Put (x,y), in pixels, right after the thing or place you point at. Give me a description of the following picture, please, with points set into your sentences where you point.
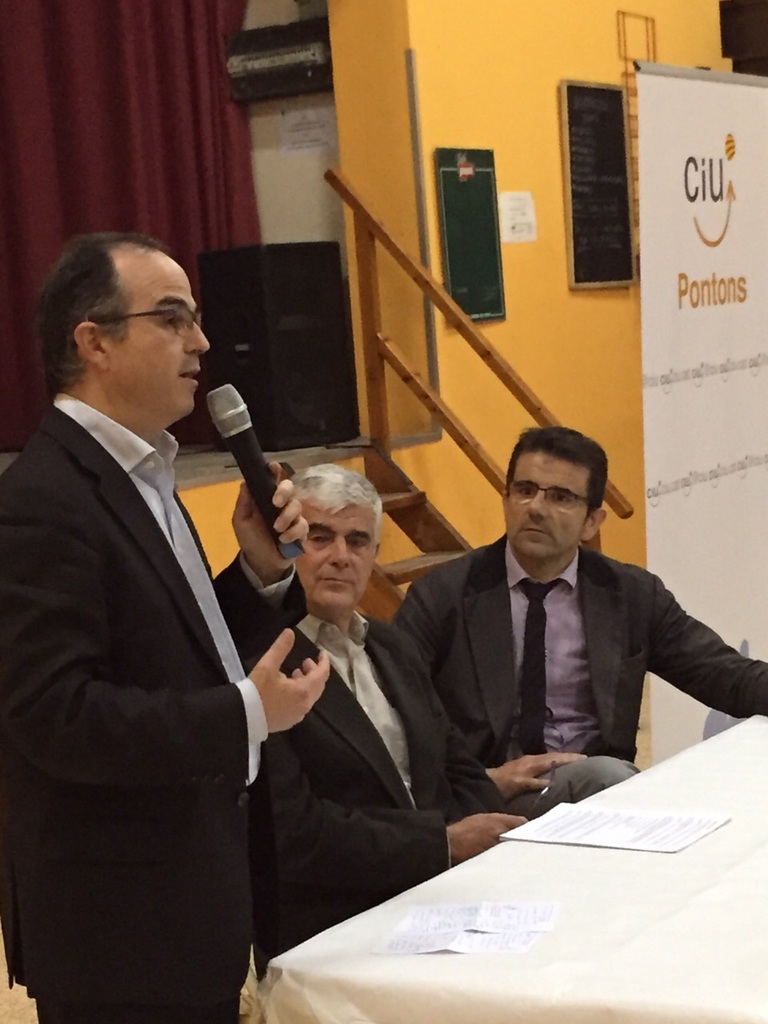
In this image we can see a person (201,673) standing holding a mic (267,492) and two people (376,683) sitting beside him. We can also see a table (600,928) with some papers (498,916) on it. On the backside (447,419) we can see stairs (470,451), speakers (304,378), curtain (201,110), a wall (370,101) and a board (671,330).
